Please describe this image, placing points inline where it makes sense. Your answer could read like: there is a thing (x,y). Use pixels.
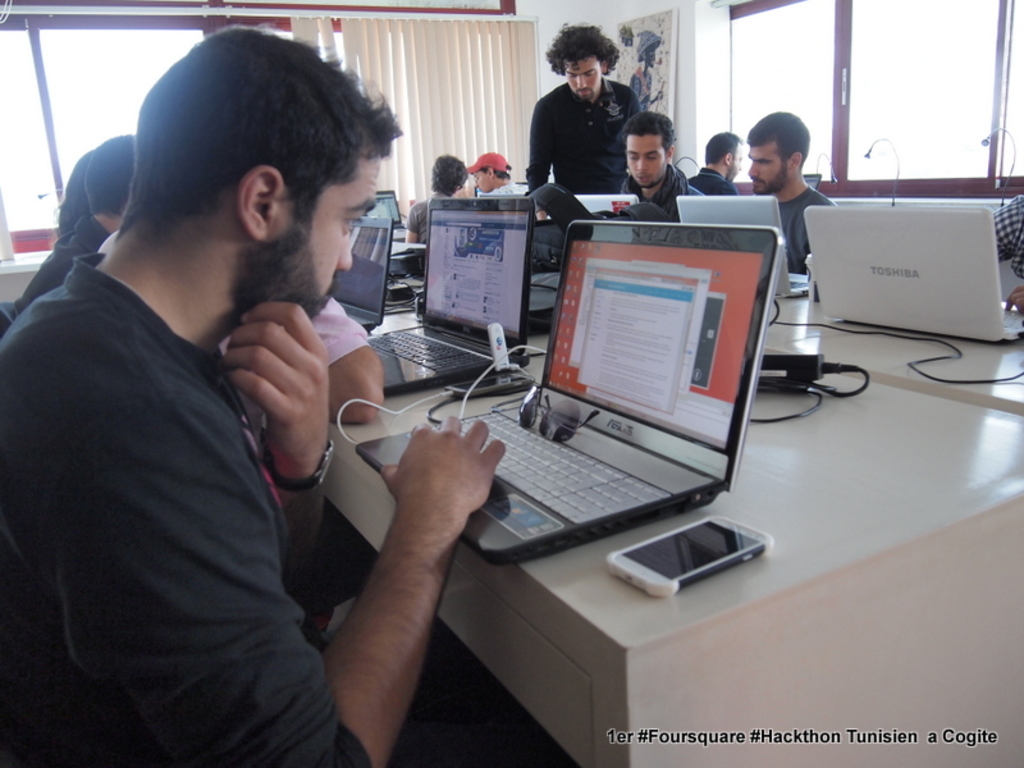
In this image, there is a white color table (774,634) on that table (863,456) there are some laptops (684,363) kept and there is a mobile (679,576) which is in white color, there are some people (373,615) sitting on the chairs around the table (1010,449), in the background (754,70) there is a glass window (782,68) which is in brown color, there is a curtain (477,115) which is in white color.
